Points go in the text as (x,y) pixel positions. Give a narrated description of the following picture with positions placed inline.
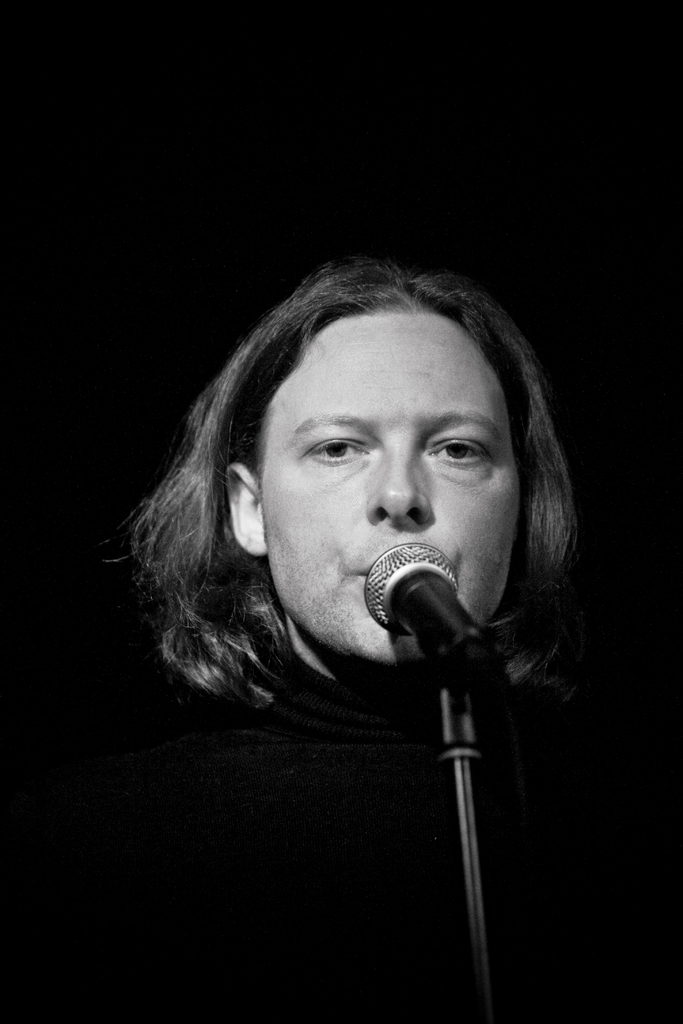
In this image we can see the person (393,399) in front of the microphone (391,576) and there is the dark background (368,197).
